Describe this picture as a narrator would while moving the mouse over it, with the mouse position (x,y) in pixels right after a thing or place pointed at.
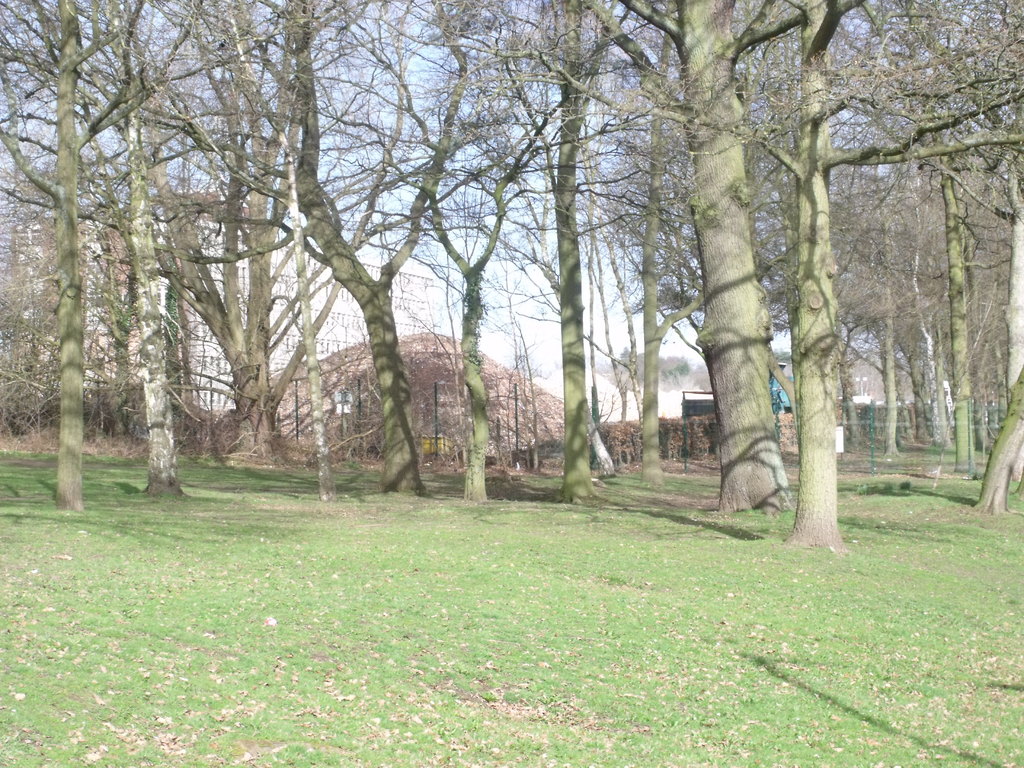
In this picture there are trees (1013,448). At the back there is a building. At the top (54,136) there is sky (338,206). At the bottom (398,667) there is grass (450,614).
